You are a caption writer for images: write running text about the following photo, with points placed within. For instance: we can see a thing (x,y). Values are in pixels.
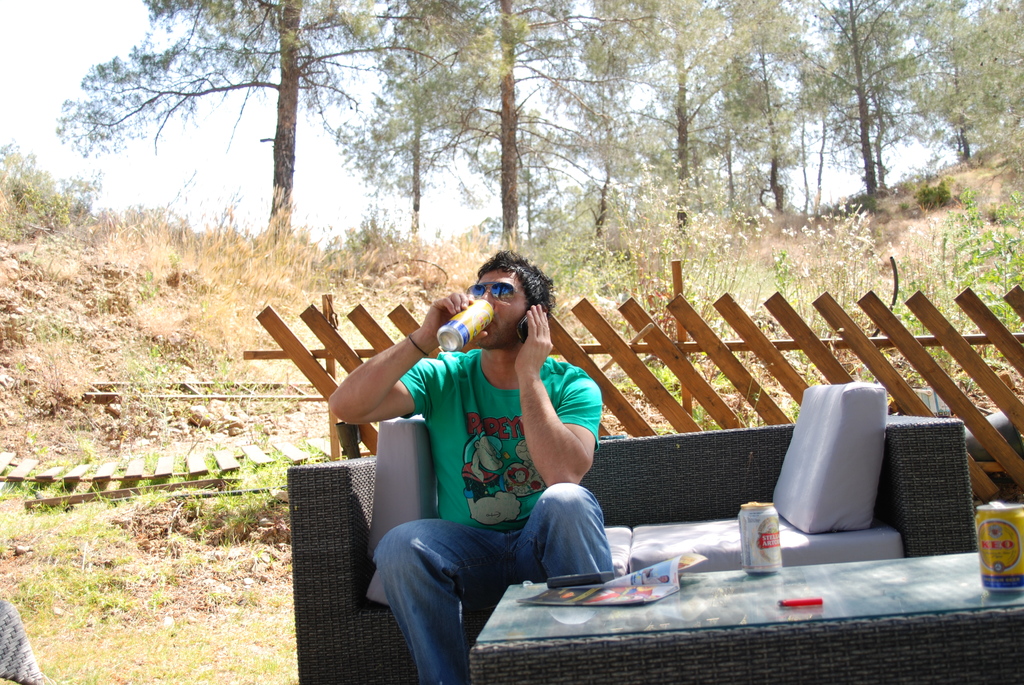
In this picture, we see the man (576,422) is sitting on the sofa (658,543). He is holding the mobile phone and the beer can (453,336) in his hands (529,341). He is drinking the beer (444,325) from the beer can (467,335). In front of him, we see a table (744,604) on which beer cans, red color object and a magazine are placed. Behind him, we see the wooden fence (673,422). At the bottom (211,583), we see the grass (253,573). There are trees (287,188) in the background (389,209). At the top (58,149), we see the sky (265,175).
